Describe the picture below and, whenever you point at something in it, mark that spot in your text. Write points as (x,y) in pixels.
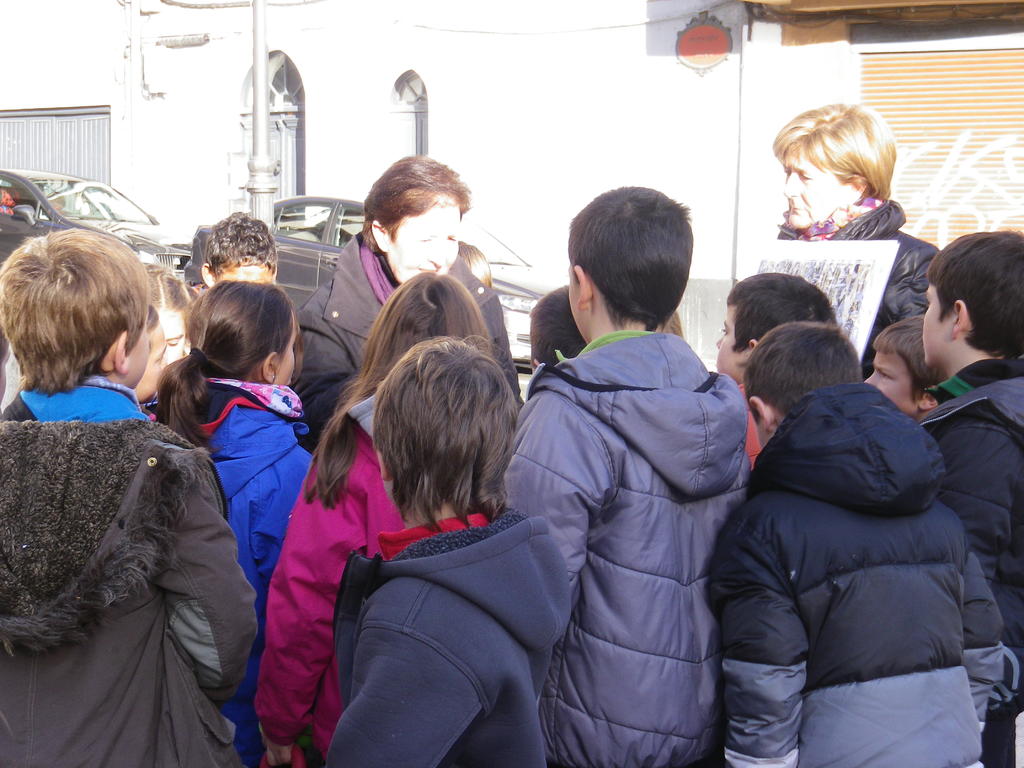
This image is clicked outside. There are so many people (485,403) standing in the middle (515,388). There are cars (52,217) in the middle (526,279). They are in black color. There is a building (506,172) at the top (56,79).
